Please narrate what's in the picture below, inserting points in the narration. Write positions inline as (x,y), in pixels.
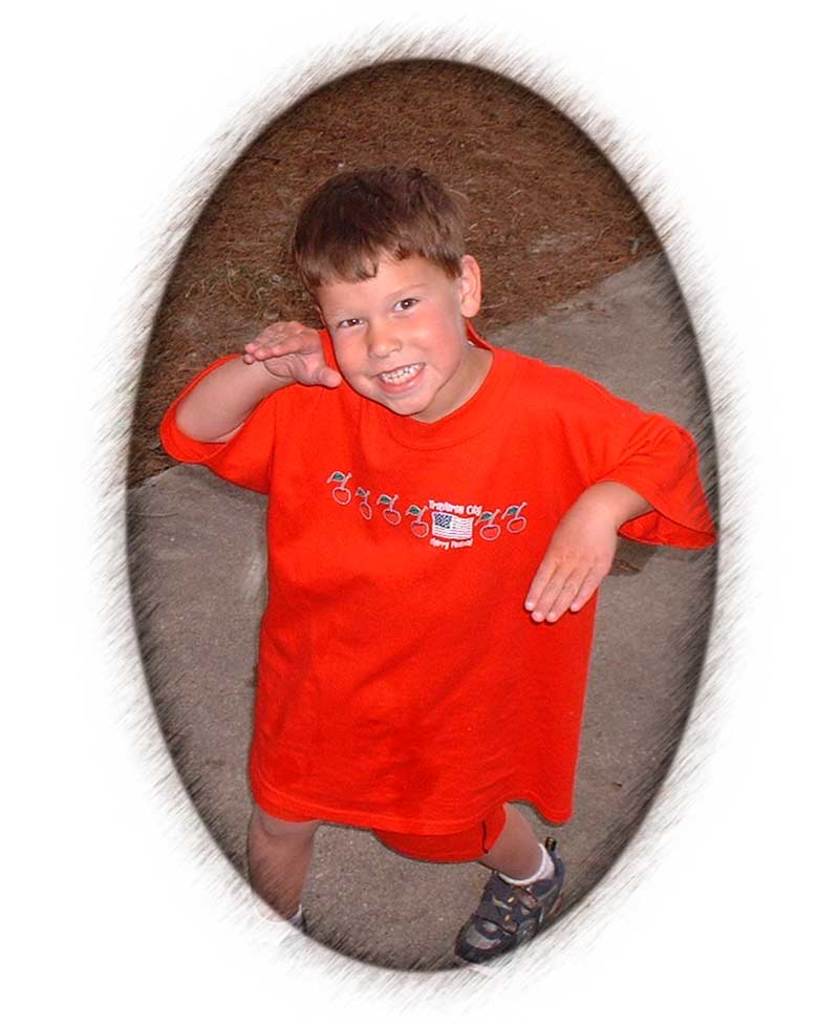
In this image we can see one boy (455,576) in red dress (317,723) with smiling face (387,275) dancing on the road (654,673) and some dried grass (502,195) on the ground (244,185).
